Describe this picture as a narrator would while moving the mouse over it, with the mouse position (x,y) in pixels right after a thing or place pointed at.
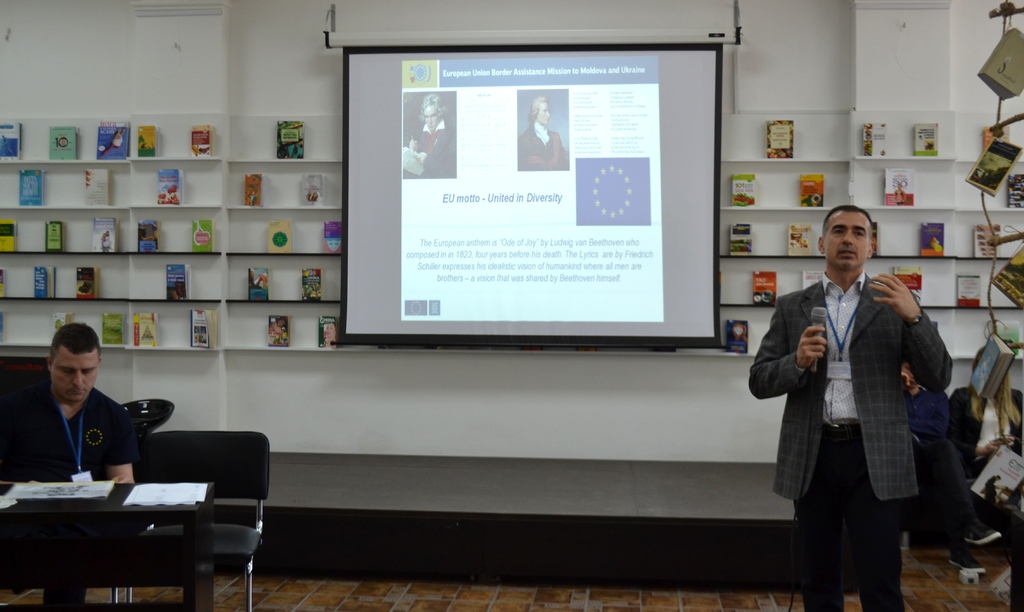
In this picture there is a man (813,470) standing and holding a mic (818,318) in his hand (808,343) and talking. In the left side (84,410) there is another man (114,444) sitting in the chair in front of a table (144,521) on which some papers (139,488) was placed. In the background (436,263) there is a projector display screen (471,217) and some books (171,185) placed in the shelves (225,197). We can observe a wall (186,74) here.
